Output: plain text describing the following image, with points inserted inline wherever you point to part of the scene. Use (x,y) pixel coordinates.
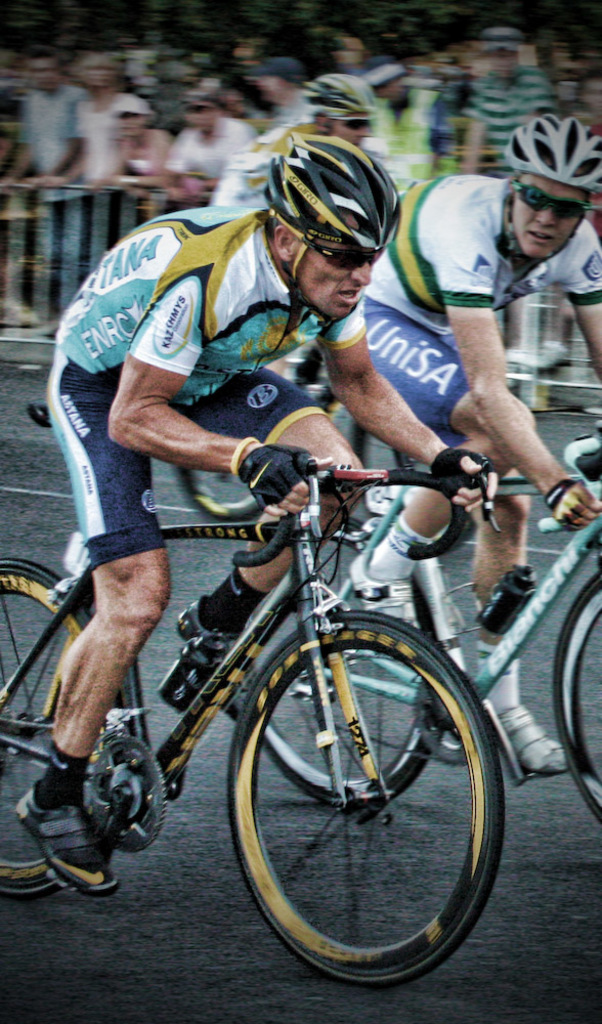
As we can see in the image in the front (380,465) there are two people (361,423) wearing helmets (530,160) and riding bicycles (569,694). In the background (509,108) there are group of people (368,79) watching them.
